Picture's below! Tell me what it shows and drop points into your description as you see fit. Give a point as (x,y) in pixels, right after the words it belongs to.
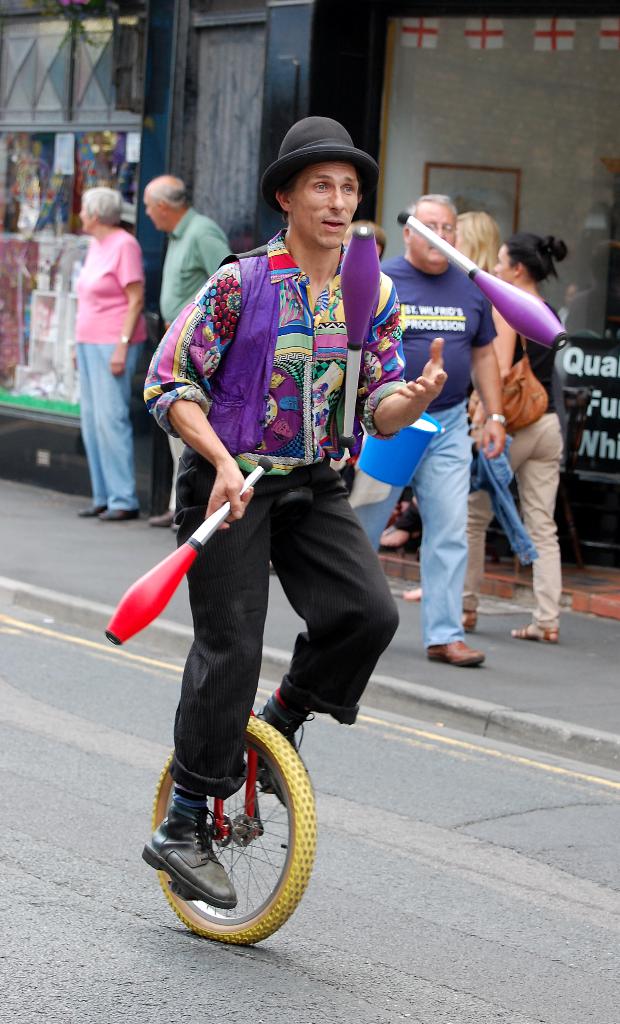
In this image a person (250,513) is riding a cycle (251,801). He is juggling. In the background (431,284) there are few people (406,326) walking on the sidewalk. In the back (226,56) there are buildings (297,74).
